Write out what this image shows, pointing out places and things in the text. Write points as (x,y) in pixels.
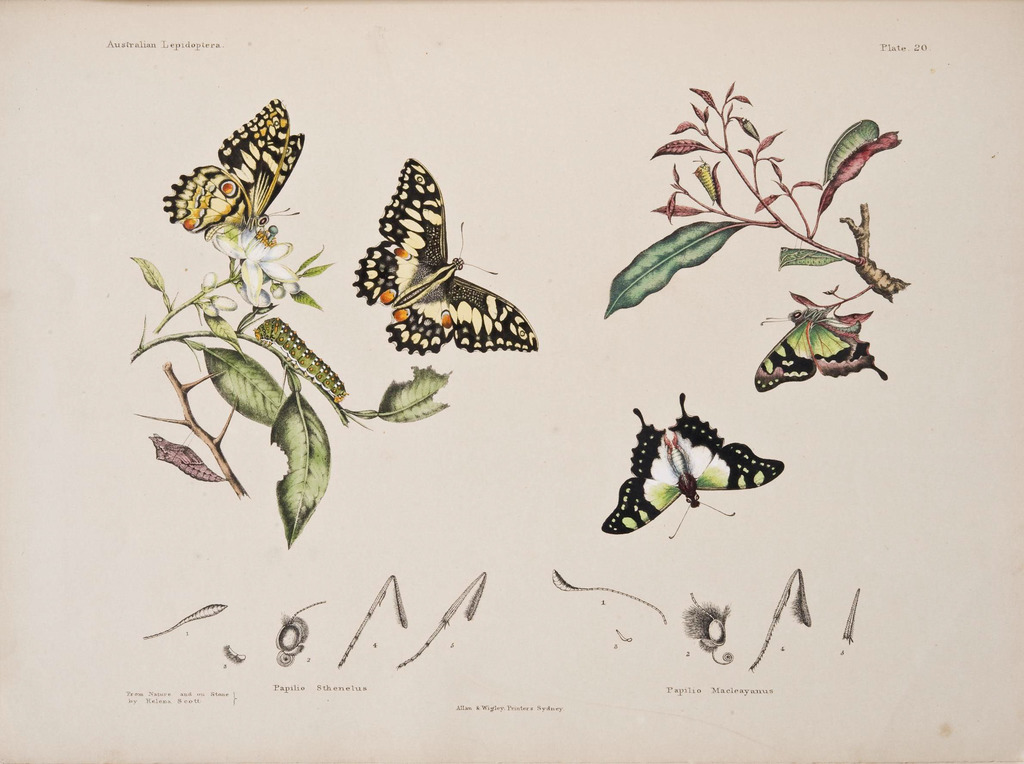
These are the pictures of butterflies (444,325) and leaves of the plants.
